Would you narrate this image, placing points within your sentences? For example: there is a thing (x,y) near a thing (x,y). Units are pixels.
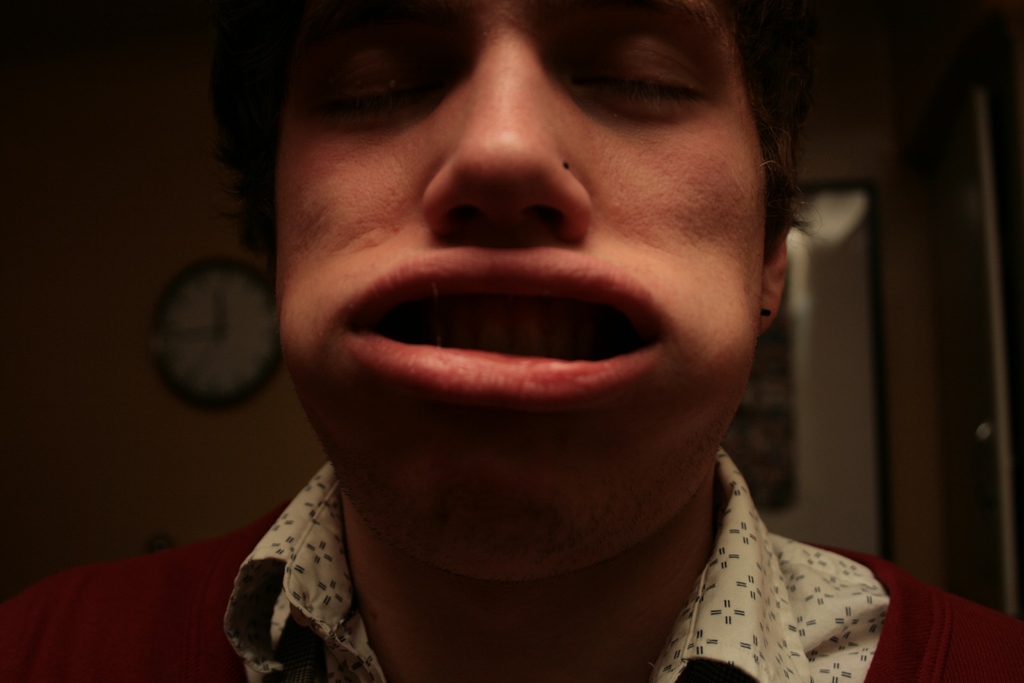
There is a person (501,52) closing his eyes (645,46) and is having weird expression. In the background (260,316), there is a clock (164,324) on the wall (150,369). And the background (127,378) is dark in color.
